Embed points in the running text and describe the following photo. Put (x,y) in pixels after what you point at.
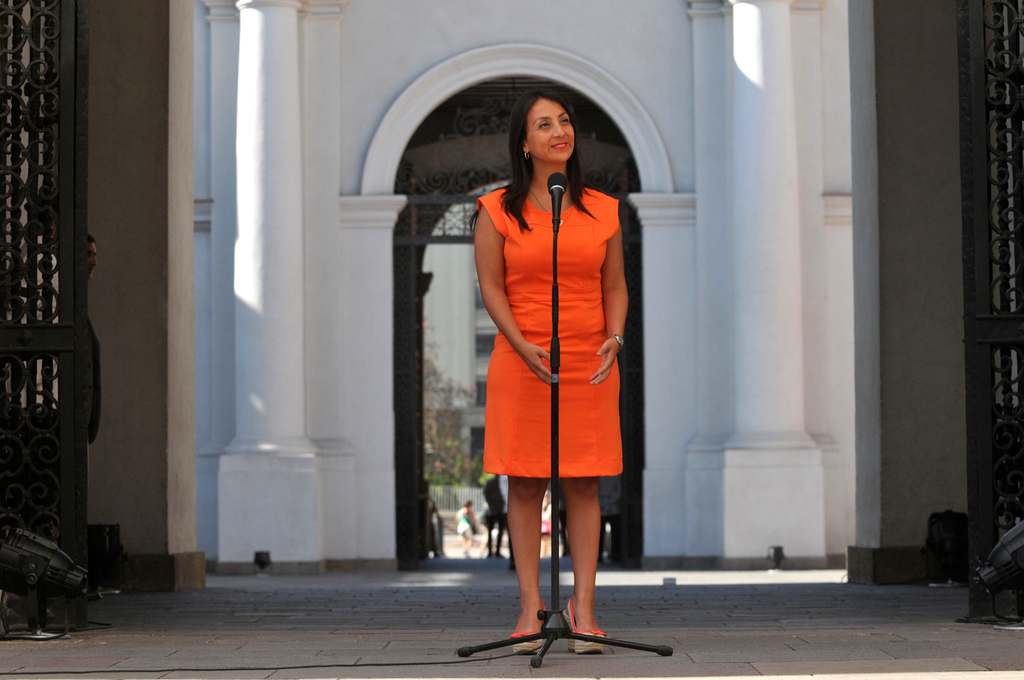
In the center of the image (540,274) a lady (565,373) is standing and mic (556,191), stand (556,408) are present. In the background of the image (986,340) wall (163,241), door (630,462), lights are present. At the bottom of the image (352,638) floor (368,646) is there. In the center of the image (457,344) we can see building (448,349), tree (445,411), grills (469,490) and some persons (469,517) are there.
